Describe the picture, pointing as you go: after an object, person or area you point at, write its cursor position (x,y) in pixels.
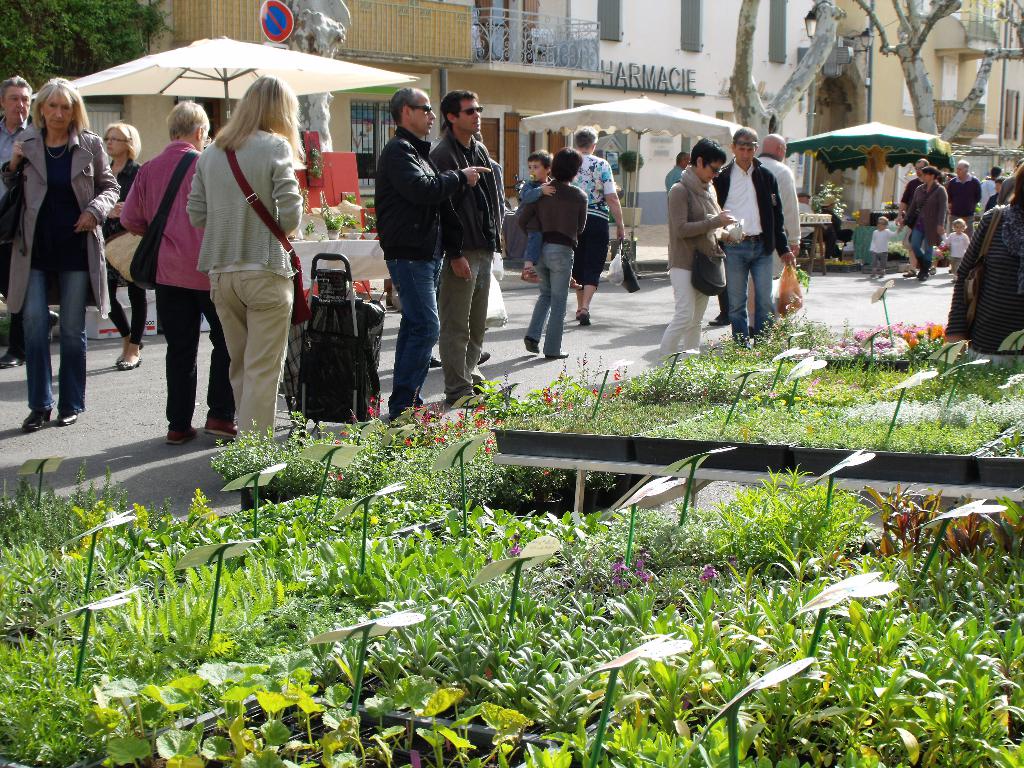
In this image I can see the group of people (272,265) with different color dresses (237,268). I can see few people (204,290) with the bags (304,290). To the right (696,618) I can see the plants (519,605). In the background (769,131) I can see the tents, trees (741,125) and the buildings (483,37) with railing (487,48) and the windows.
